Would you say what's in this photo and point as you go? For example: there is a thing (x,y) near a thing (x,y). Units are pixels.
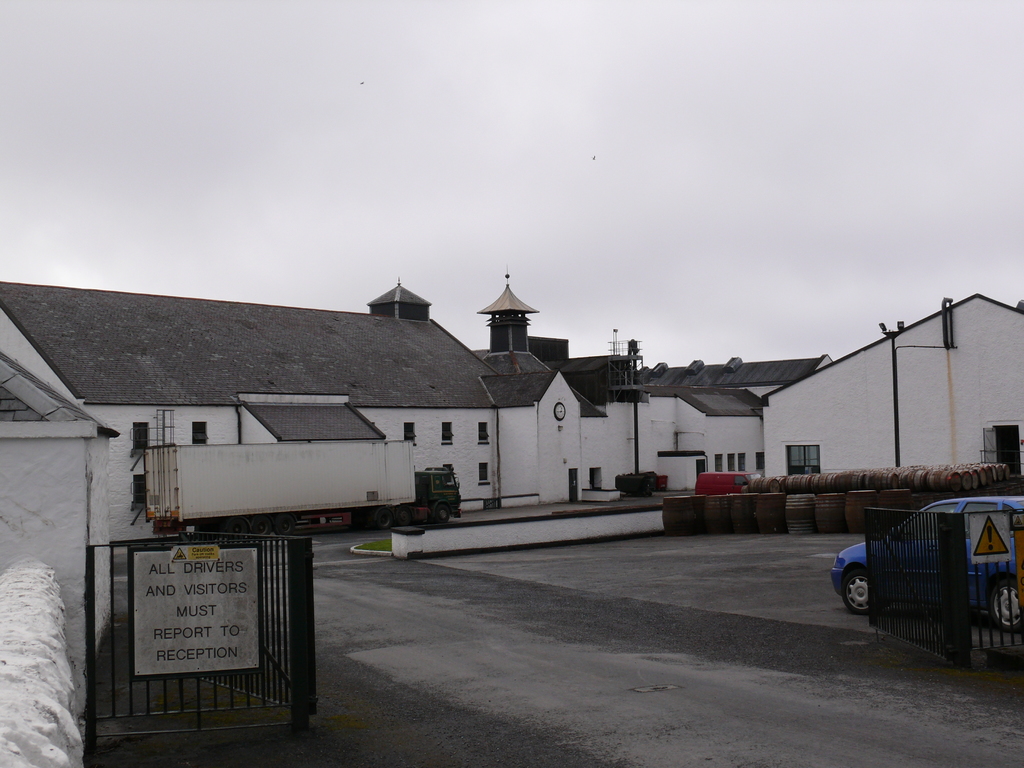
In this picture we can see some vehicles (968,555) are on the road (478,635), around there are some houses (506,446), beside we can see some drums (968,469).
